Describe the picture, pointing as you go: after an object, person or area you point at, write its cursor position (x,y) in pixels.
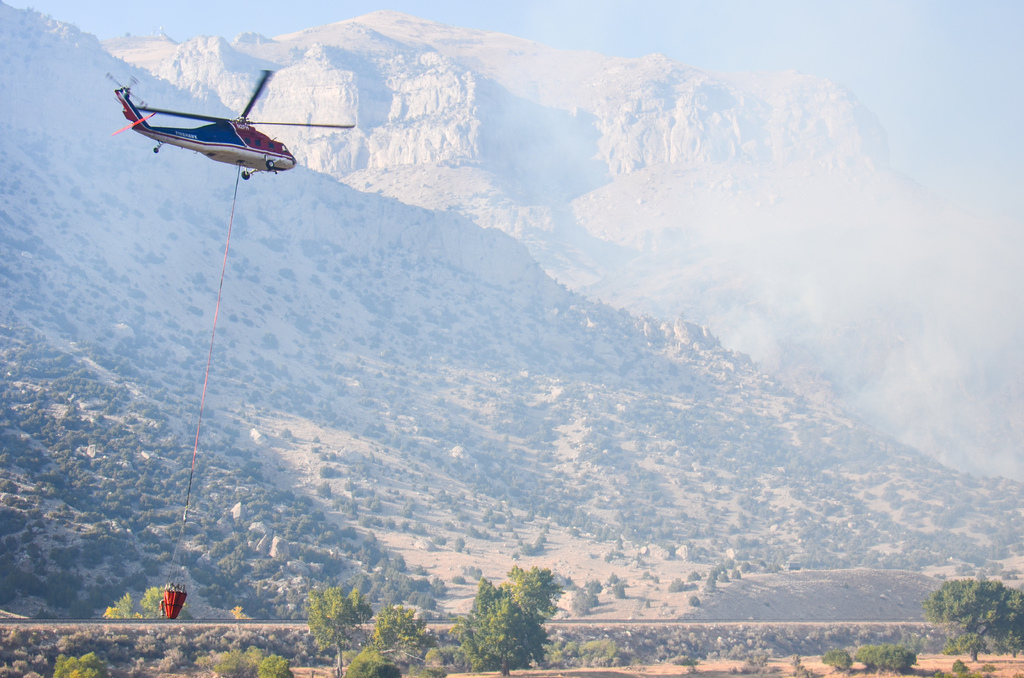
We can see helicopter (245,152) with rope (236,188) in the air (842,50) and we can see trees (320,538). In the background (301,431) we can see hills (568,135) and sky (833,59).
